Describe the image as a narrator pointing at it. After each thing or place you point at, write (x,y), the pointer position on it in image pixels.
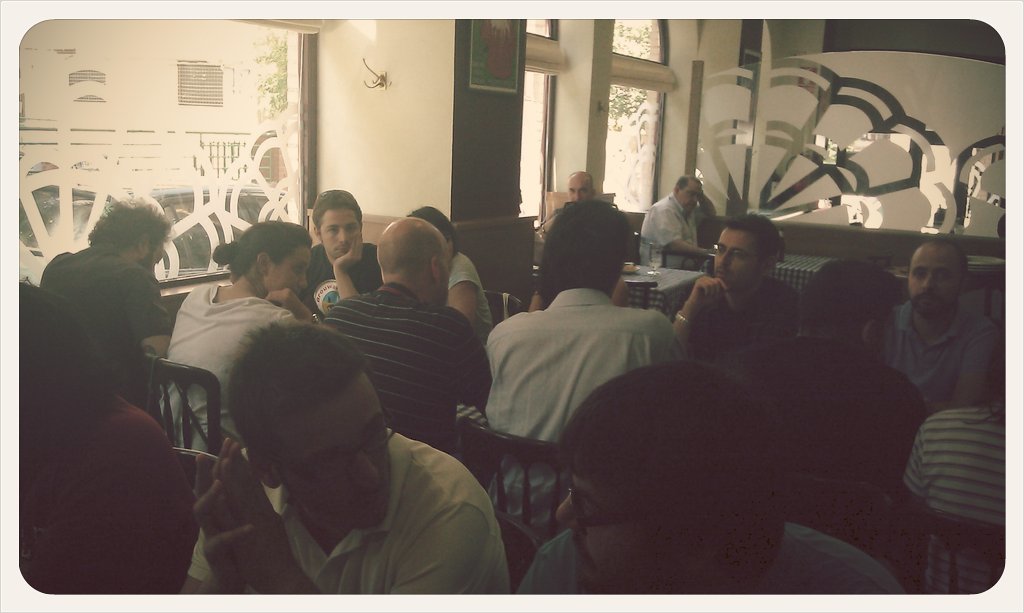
In this image I can see people (653,509) sitting on the chairs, in a room (739,170). There are glass windows (91,145) on the left (77,144) and there is a photo frame (495,89) on the wall (507,93).
